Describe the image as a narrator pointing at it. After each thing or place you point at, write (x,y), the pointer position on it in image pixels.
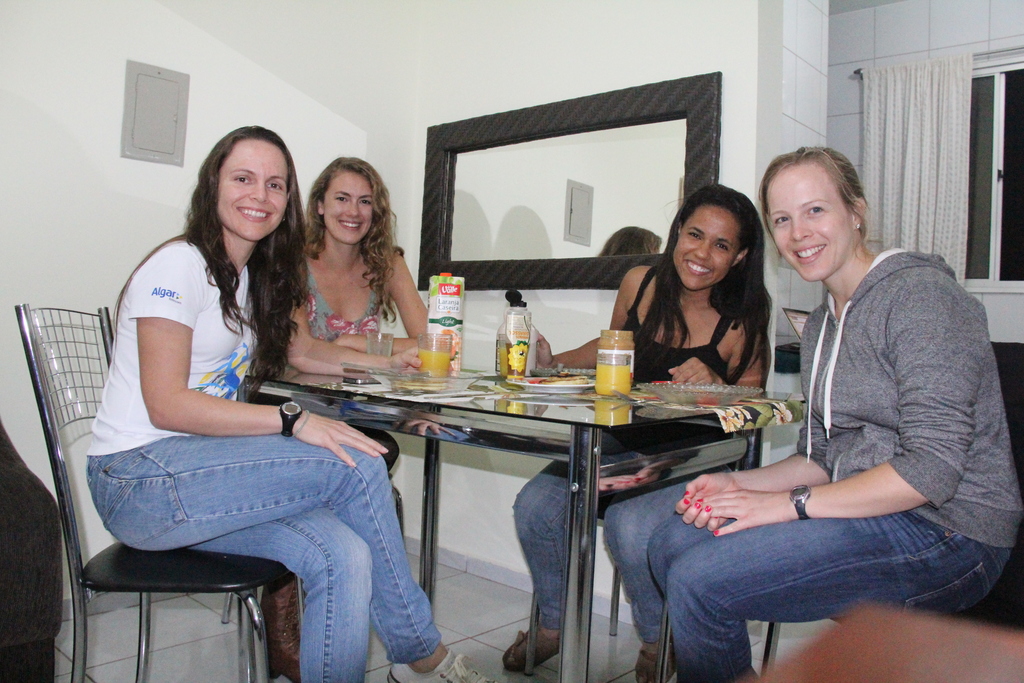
In this image, there are four women's (940,385) sitting on the chair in front of the table (380,423) on which glass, jar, plates (537,388) and squeeze bottle (511,376) is kept. The background walls (496,313) are white in color. In the middle (511,240) a mirror (720,80) is visible. And on the right (917,203), a curtain (925,189) is visible of white in color and window (983,178) is visible. This image is taken inside a room (488,360).
